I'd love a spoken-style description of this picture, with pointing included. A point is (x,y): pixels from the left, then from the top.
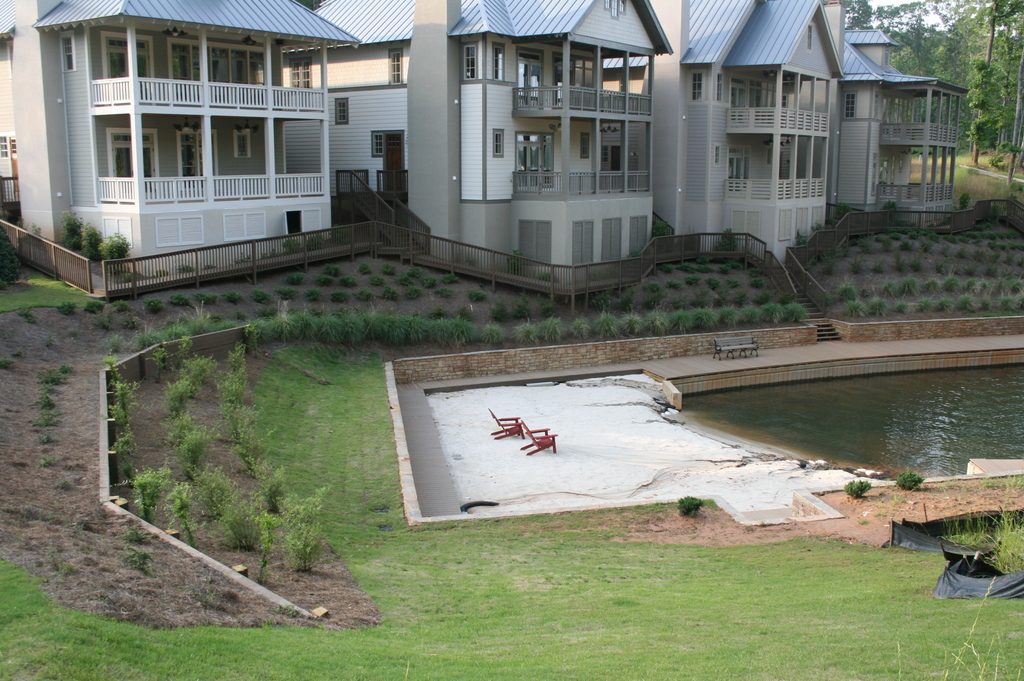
In the image there are four houses (650,161) and in front of the houses (593,231) communally there is a lake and around the houses (466,227) there is a beautiful greenery (1008,39).
